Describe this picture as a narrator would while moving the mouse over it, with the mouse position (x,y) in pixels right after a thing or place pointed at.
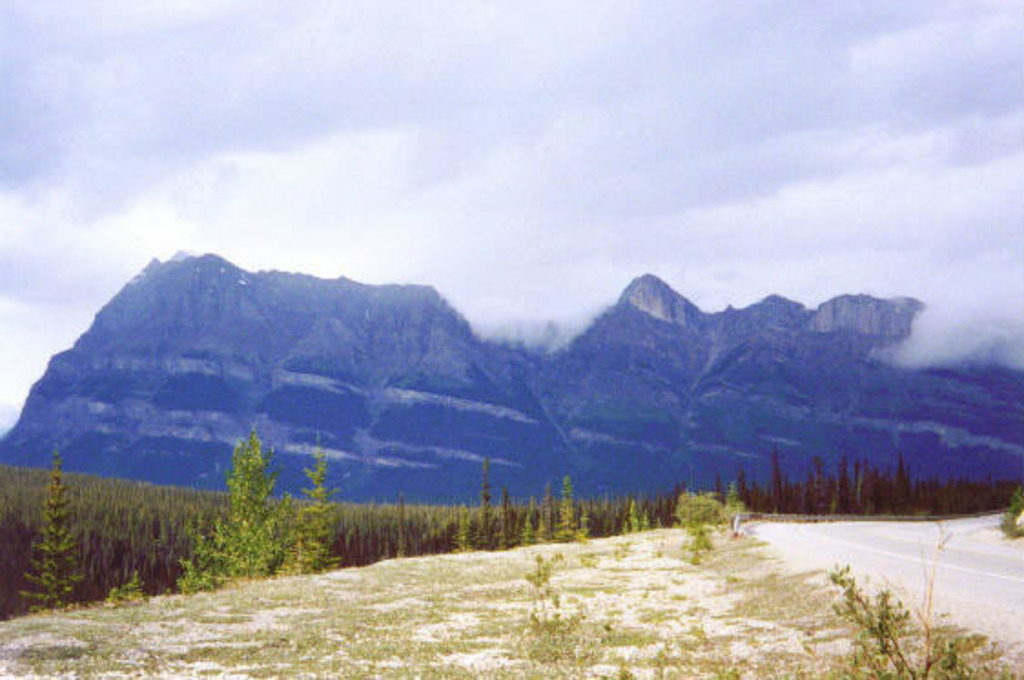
In this image we can see a few trees (228,560), there are some plants (706,526), grass (472,573) and mountains (720,402), also we can see the road (936,533) and in the background (480,117), we can see the sky (471,179) with clouds (528,182).
